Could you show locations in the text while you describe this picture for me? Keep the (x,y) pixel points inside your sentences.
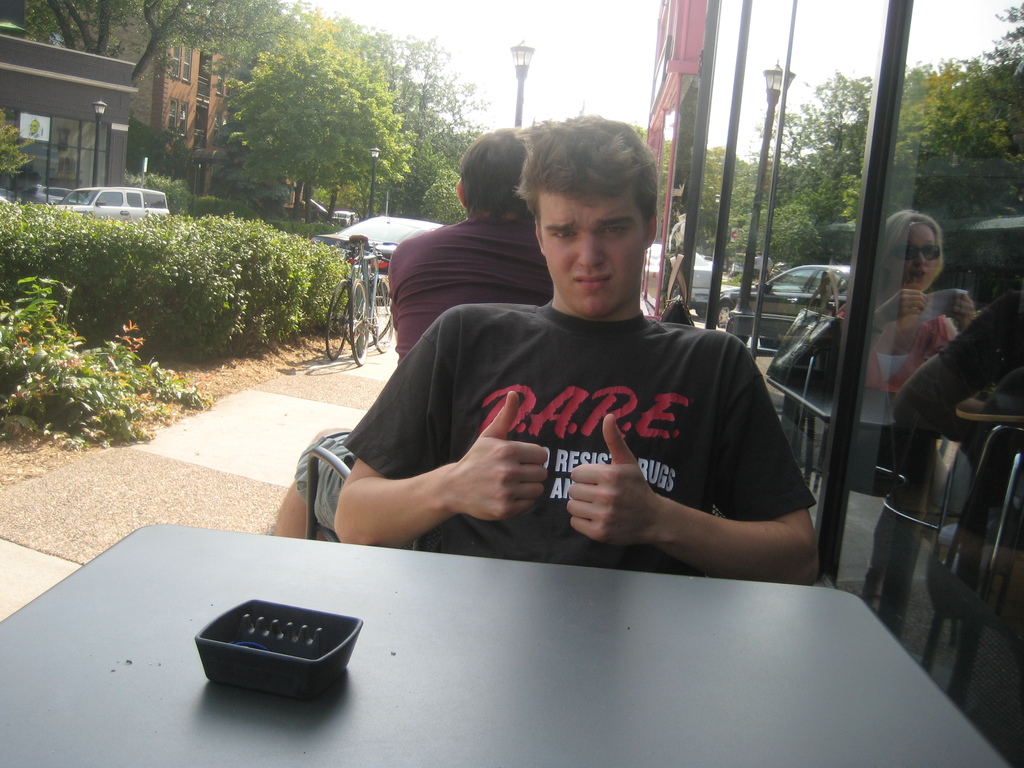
In this picture there is a man (564,447) sitting in the chair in front of a table (168,632) on which an ashtray (294,643) was placed. Behind him there are some people (473,251) sitting. In the background (332,325) there is a bicycle (341,312) plants (242,275) and some buildings (114,114) here. We can observe a pole (519,58) and a sky (564,55) too.
